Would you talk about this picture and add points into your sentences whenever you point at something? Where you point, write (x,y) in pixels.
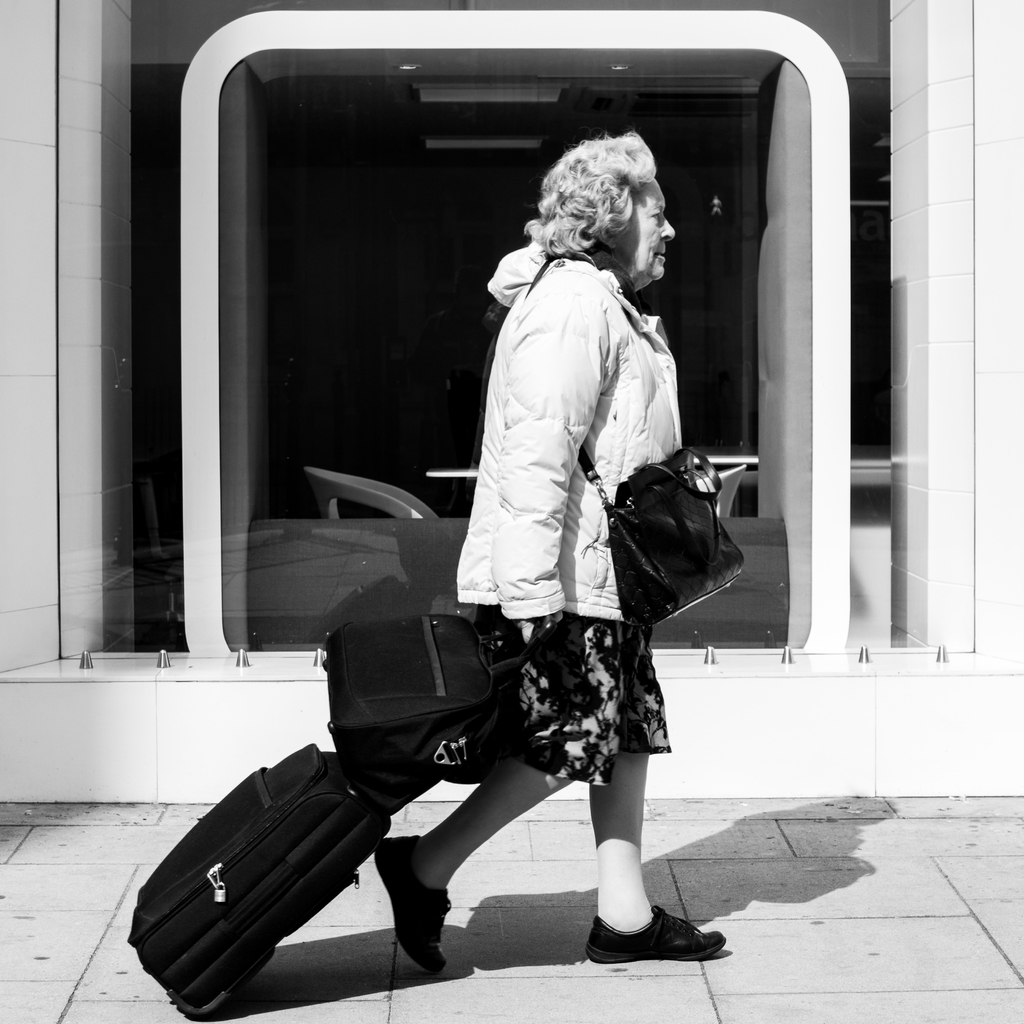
It's a black and white image in which there is a woman (602,317) walking with her trolley (268,839) and a bag (380,680). At the back side (238,414) there is a glass (322,317).
